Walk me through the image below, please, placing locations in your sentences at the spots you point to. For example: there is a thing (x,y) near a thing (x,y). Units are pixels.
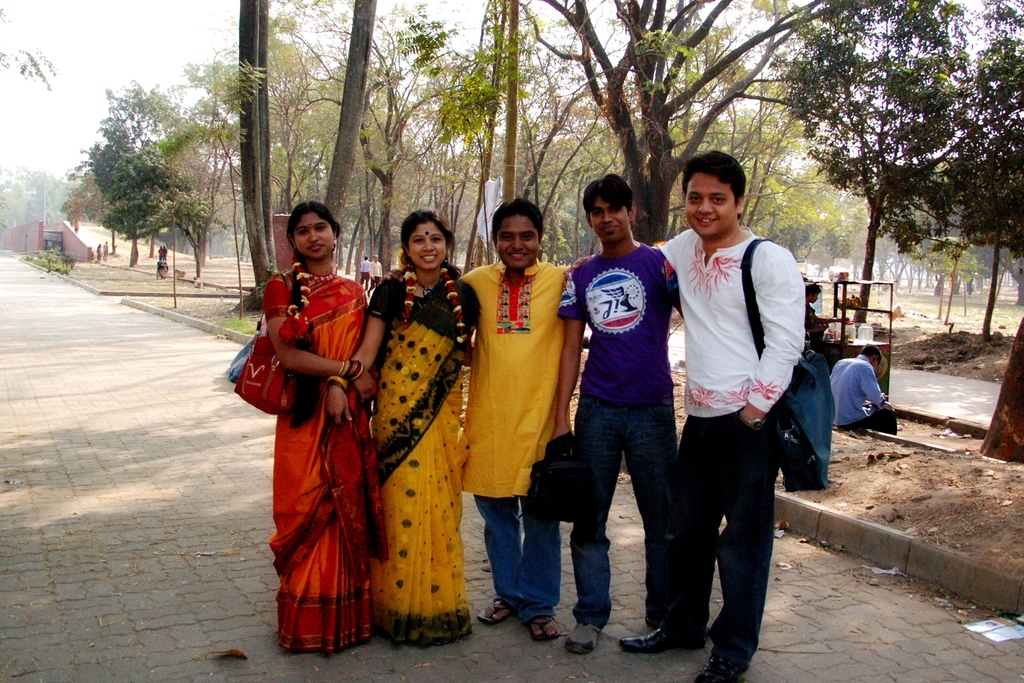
In this image we can see persons (700,526) standing on the ground (84,510). In the background (857,312) we can see a street vendor (824,328), person (865,415) sitting on the footpath (895,436), trees (192,153), buildings (59,231) and sky (130,70).
